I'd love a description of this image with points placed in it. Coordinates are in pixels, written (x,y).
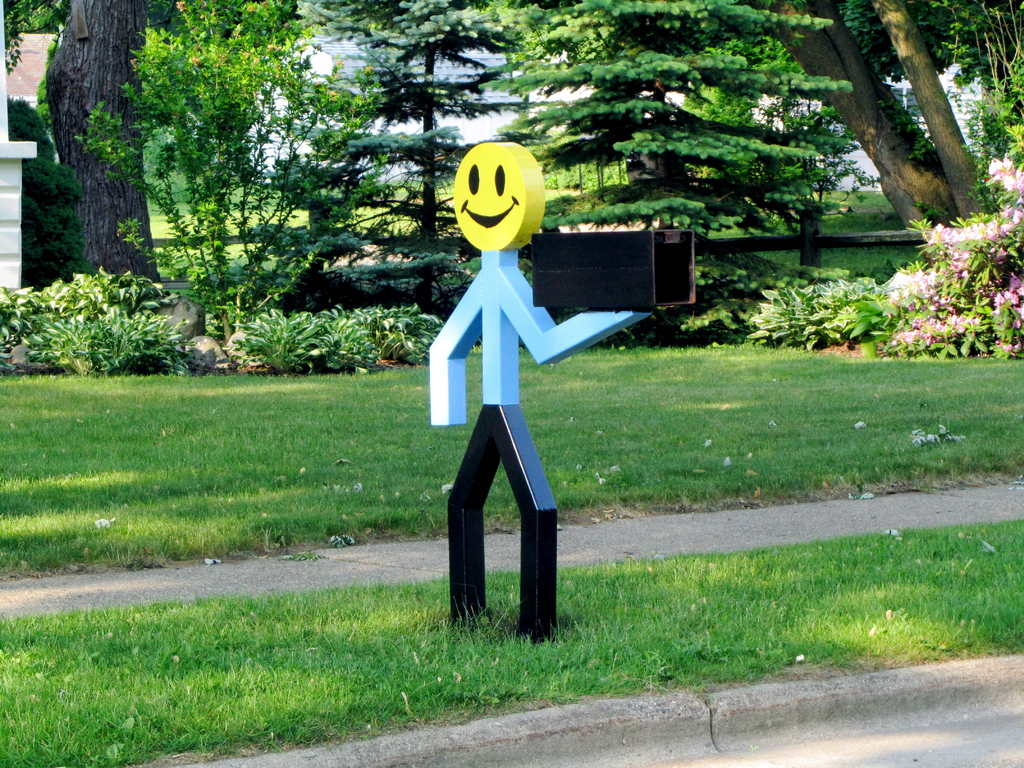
In this picture we can see a statue (529,229) with yellow colored smiley face (497,203). This is grass (180,535), these are the plants (775,301). And there are some pink colored flowers (949,236). These are the trees (351,157). And on the background (472,127) we can see houses (475,125).
